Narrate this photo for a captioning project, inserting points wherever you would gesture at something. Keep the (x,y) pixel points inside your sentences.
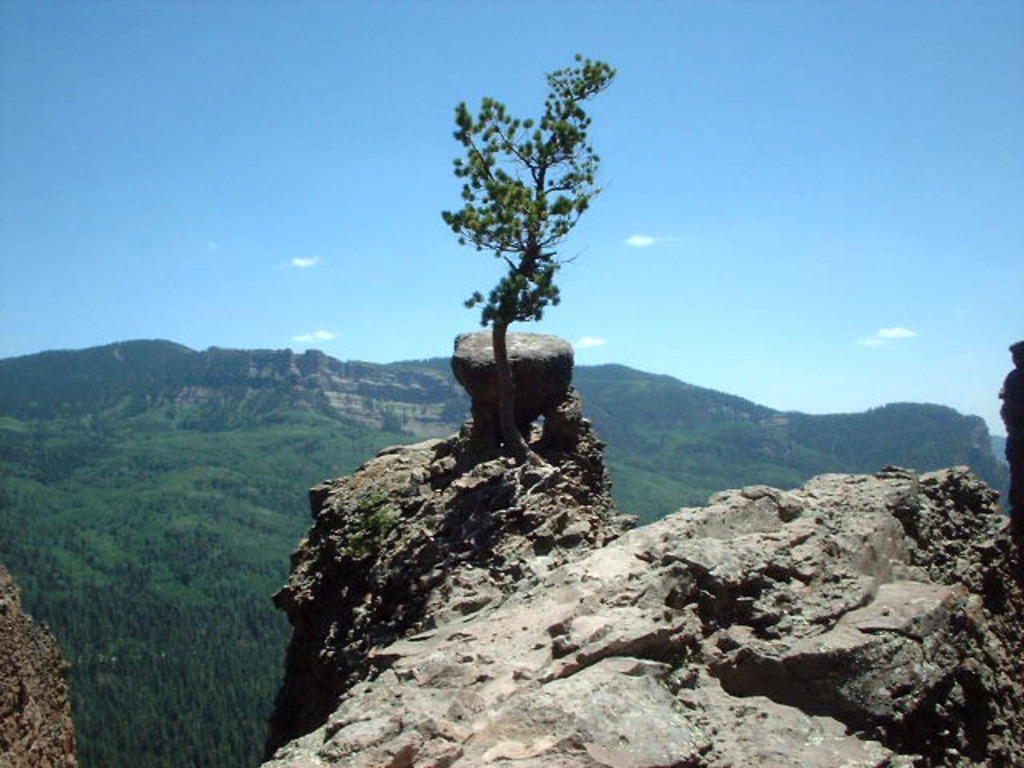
In this image we can see some plants (549,470) and stones (554,491) on the hills (620,574). On the backside (730,415) we can see a group of trees (663,422), the mountains (399,416) and the sky (423,308) which looks cloudy.
